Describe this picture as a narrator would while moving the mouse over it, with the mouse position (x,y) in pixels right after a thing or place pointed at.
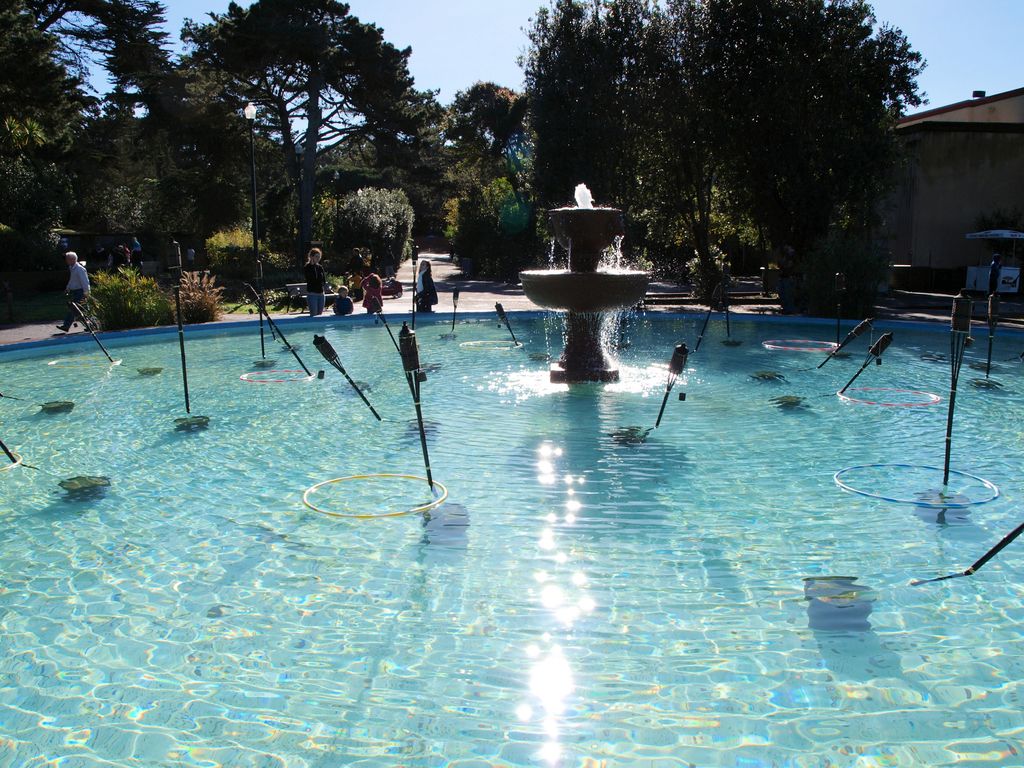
In this image I can see a swimming pool (388,675), poles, fountain (596,281) and some objects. In the background (195,301) I can see a group of people (354,292) are standing and walking on the road (241,315), plants (172,312), light poles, trees (313,213), building (952,185), stall (980,286) and the sky (433,71). This image is taken may be during a day.
